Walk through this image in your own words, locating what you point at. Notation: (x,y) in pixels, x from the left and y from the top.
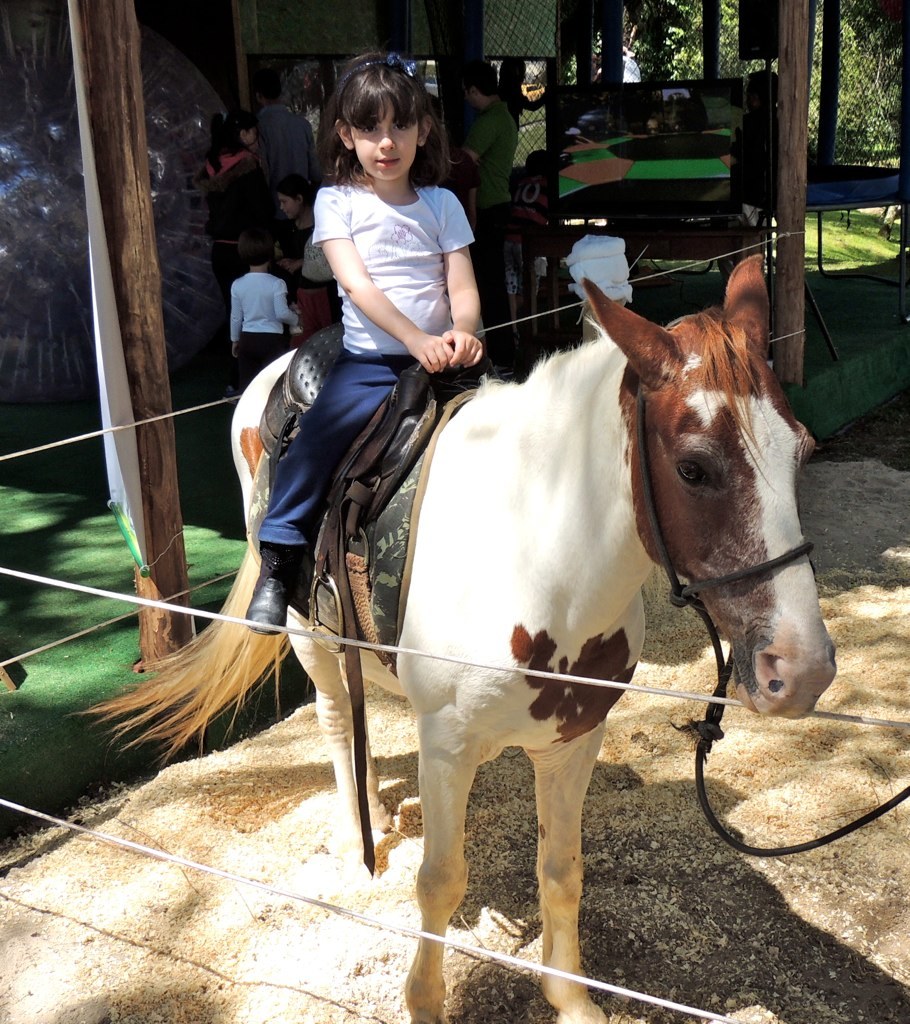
girl (389,360) riding horse (529,528), in the back there are trees (813,101) and the children (270,260) are standing, this is wood (152,365), this are cables (118,619).
